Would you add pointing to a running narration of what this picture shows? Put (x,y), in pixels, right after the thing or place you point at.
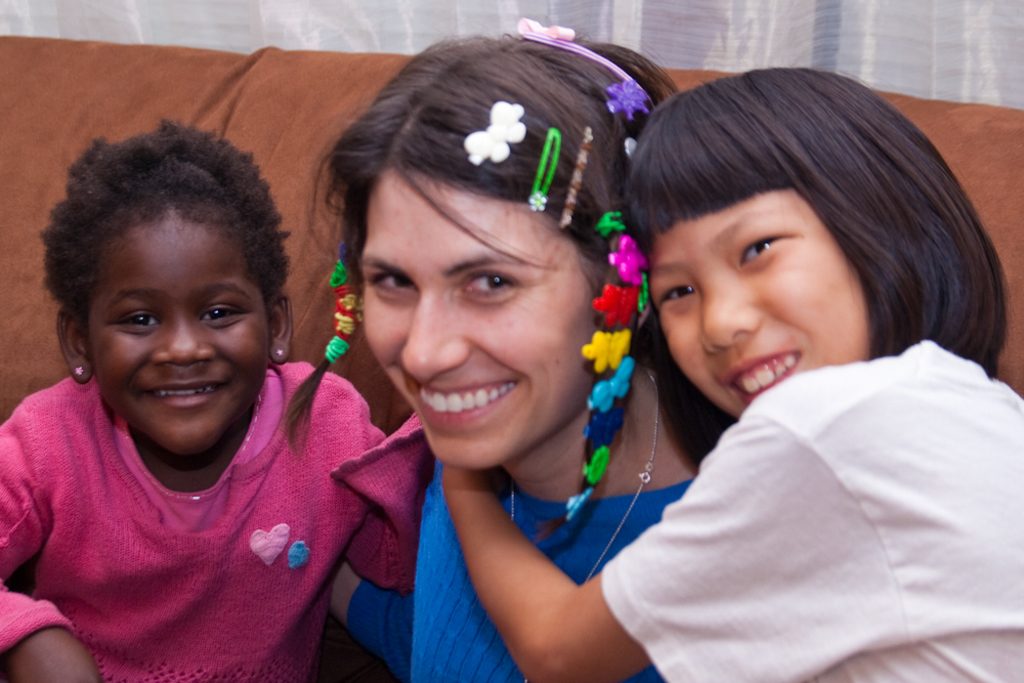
In this image we can see two children (234,348) and a woman (456,422) on the sofa (973,136).
